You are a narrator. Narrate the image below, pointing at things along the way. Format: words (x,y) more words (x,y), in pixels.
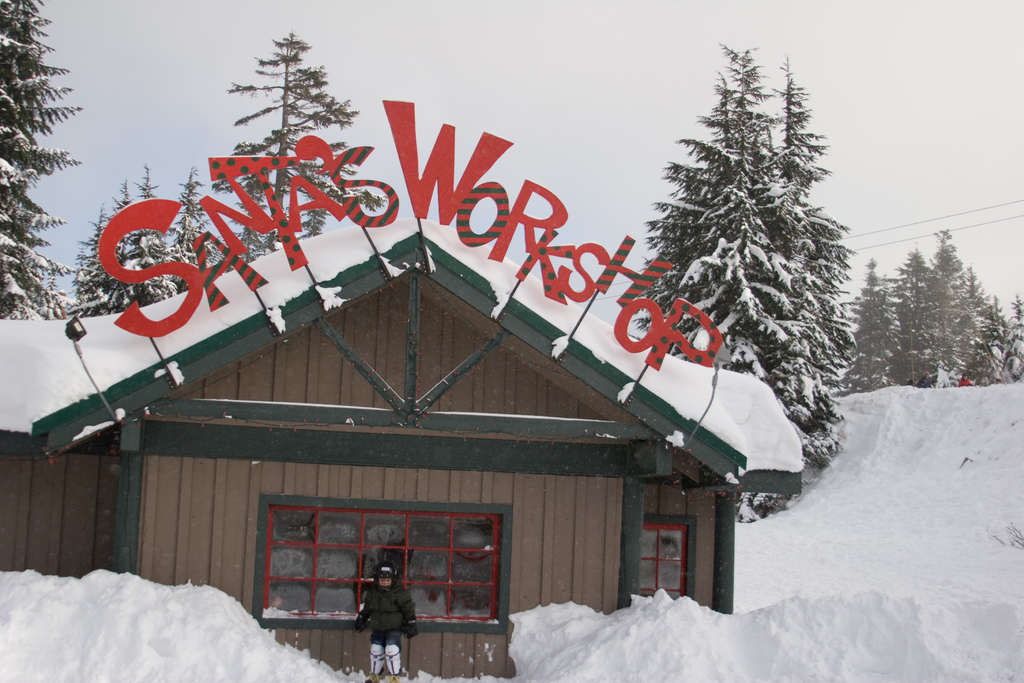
In this image there is the sky (651,64), there are wires (961,213) truncated towards the right of the image (926,236), there are trees (251,112), there is ice (848,624), there are persons (376,670), there is a house (431,476), there is a light (81,324), there is a text (215,225) on the house (726,449), there is a tree (41,66) truncated towards the left of the image (31,145), there are trees (1004,340) truncated towards the right of the image (1000,322).
